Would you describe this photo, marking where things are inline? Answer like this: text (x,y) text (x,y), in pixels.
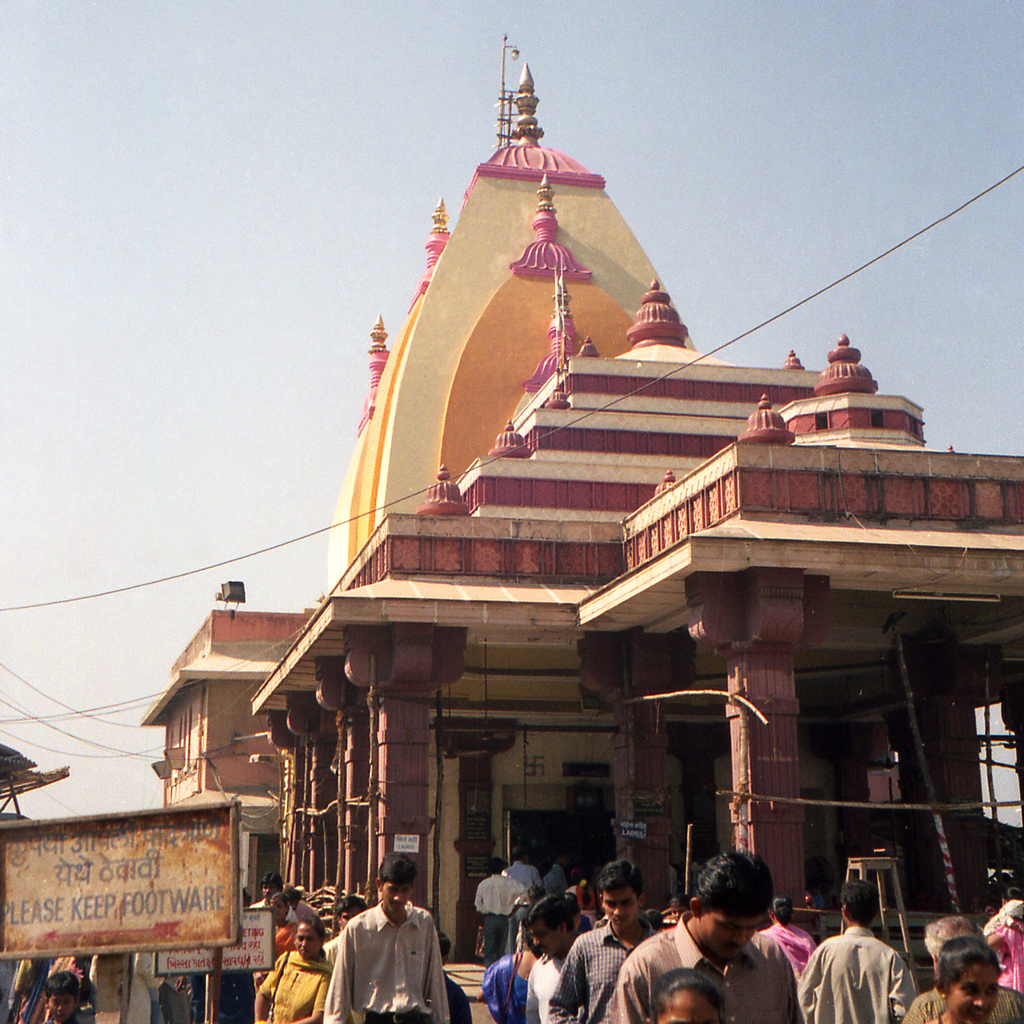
In the picture we can see a temple (565,650) with a pillar (783,788) in it and near to it, we can see many devotees (733,884) and beside them, we can see a board (41,825) and written on it as please keep footwear and arrow mark (82,937) on it and behind the temple (797,871) we can see a sky (966,399).
